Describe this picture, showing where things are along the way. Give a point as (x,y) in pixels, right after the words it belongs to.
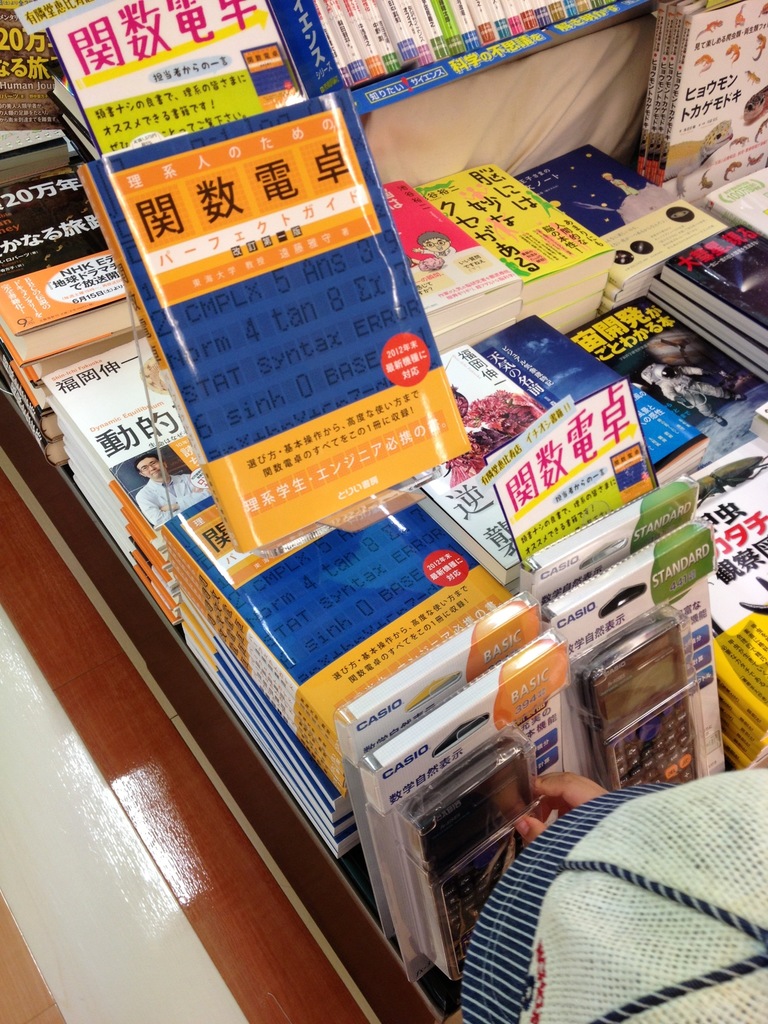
In this image there are so many books (406,587) kept one after the other in the middle (435,343). At the bottom (637,732) there are calculators (636,646).
